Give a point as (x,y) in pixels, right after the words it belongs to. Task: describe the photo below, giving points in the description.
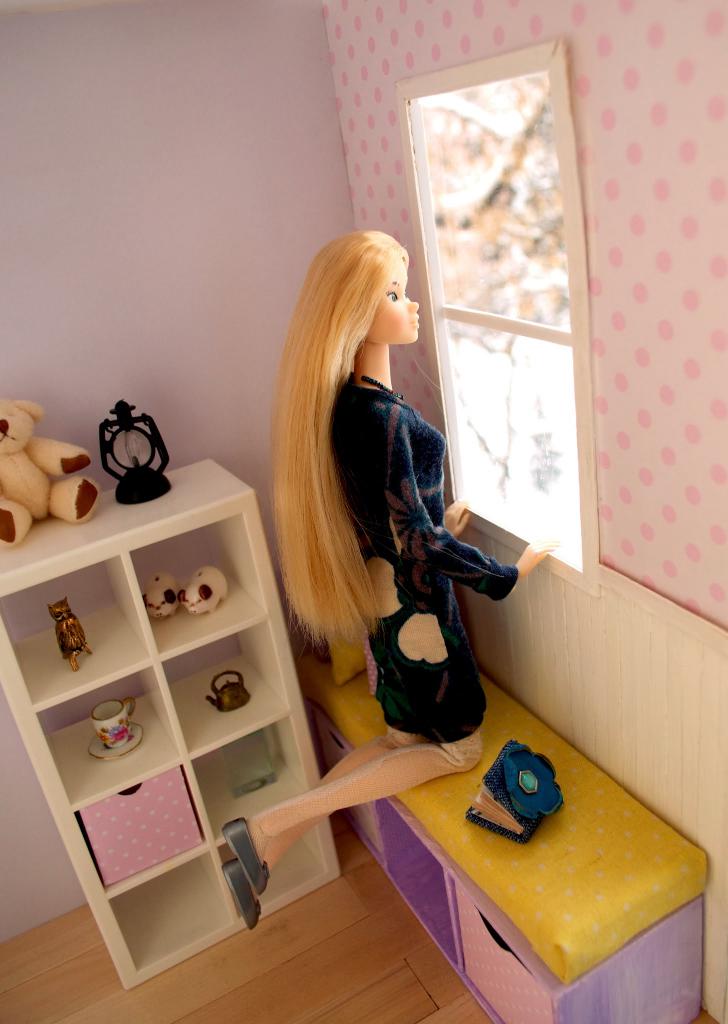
This picture is inside view of a room (301,532). We can see shelf (273,680), toys (301,523), book (495,830), bench (480,848), lantern (135,454), cup (113,745), wall (277,309), window (465,398), floor (336,939) are present.
